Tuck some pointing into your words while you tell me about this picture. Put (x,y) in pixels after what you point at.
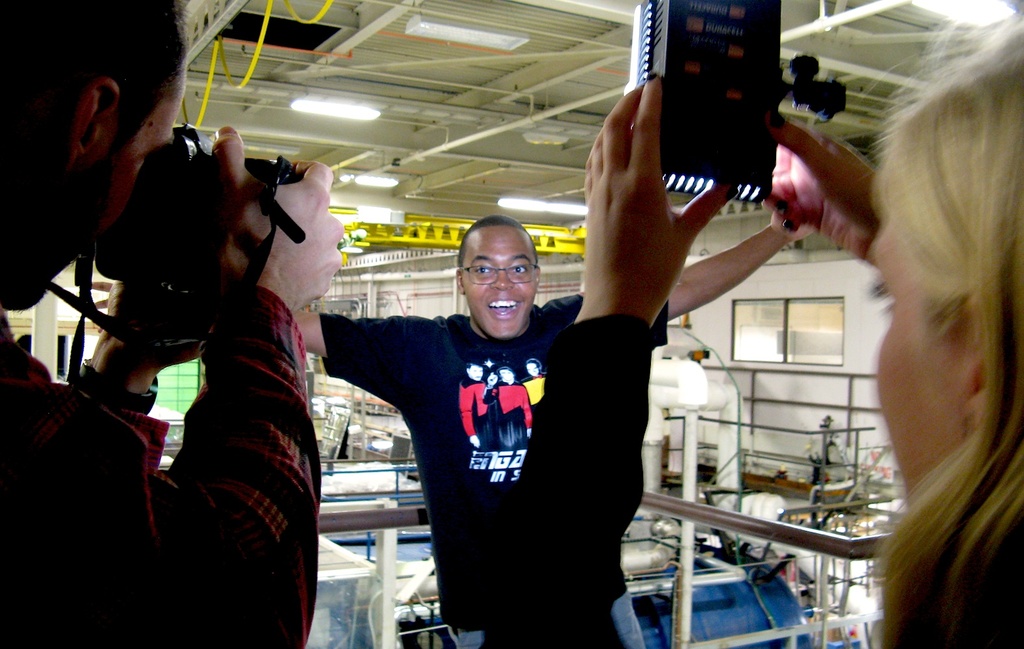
On the left (158,433) and right side of the image (949,546) we can see two persons (981,402) are holding some objects (190,210). In the center of the image (516,397), we can see a person (512,461) is standing and he is smiling. In the background (560,285) there is a wall (726,319), lights (395,185) and a few other objects (811,405).
